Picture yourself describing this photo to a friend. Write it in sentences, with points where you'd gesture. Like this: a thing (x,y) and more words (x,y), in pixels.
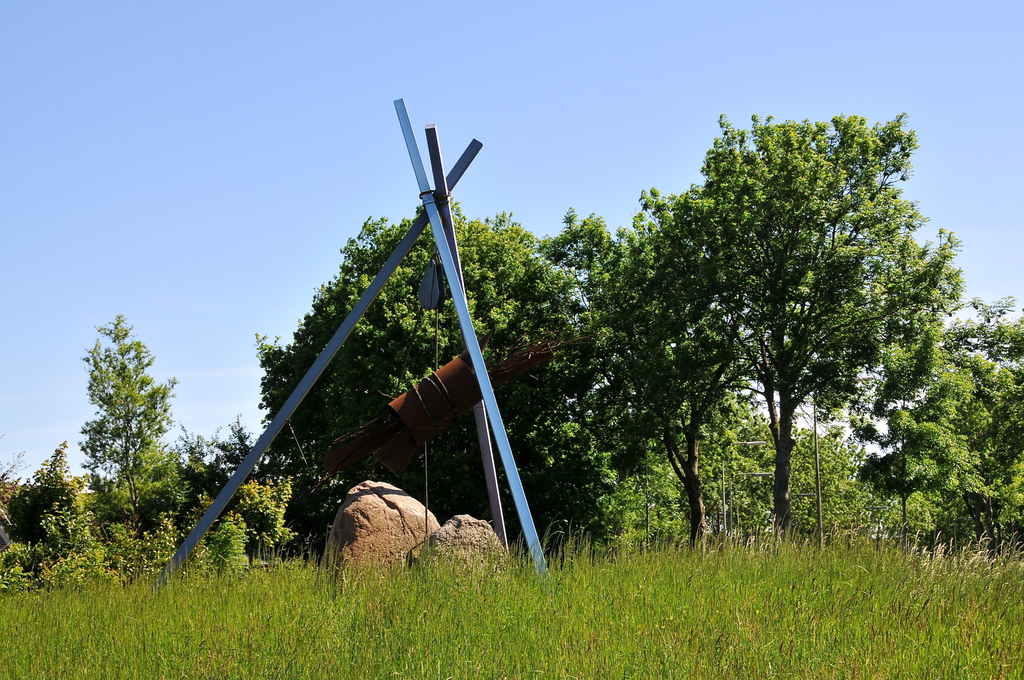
In this image we can see grass (571,587) and rocks (416,544). There is an object (455,394) tied to the poles (442,212). In the background (35,411) we can see plants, trees (696,421), poles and sky (122,177).
